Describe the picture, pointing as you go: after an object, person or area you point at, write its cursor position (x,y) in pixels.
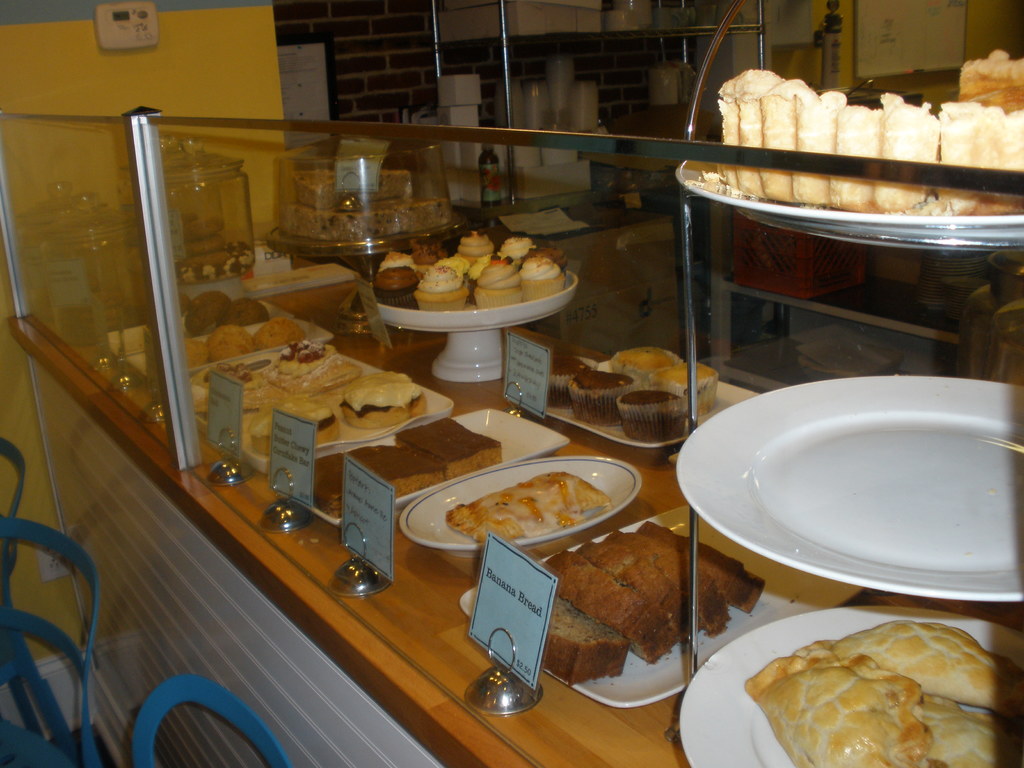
In this picture there are few eatables (561,583) placed in the right corner (987,697) and there are some other objects (419,155) in the background (401,121).
